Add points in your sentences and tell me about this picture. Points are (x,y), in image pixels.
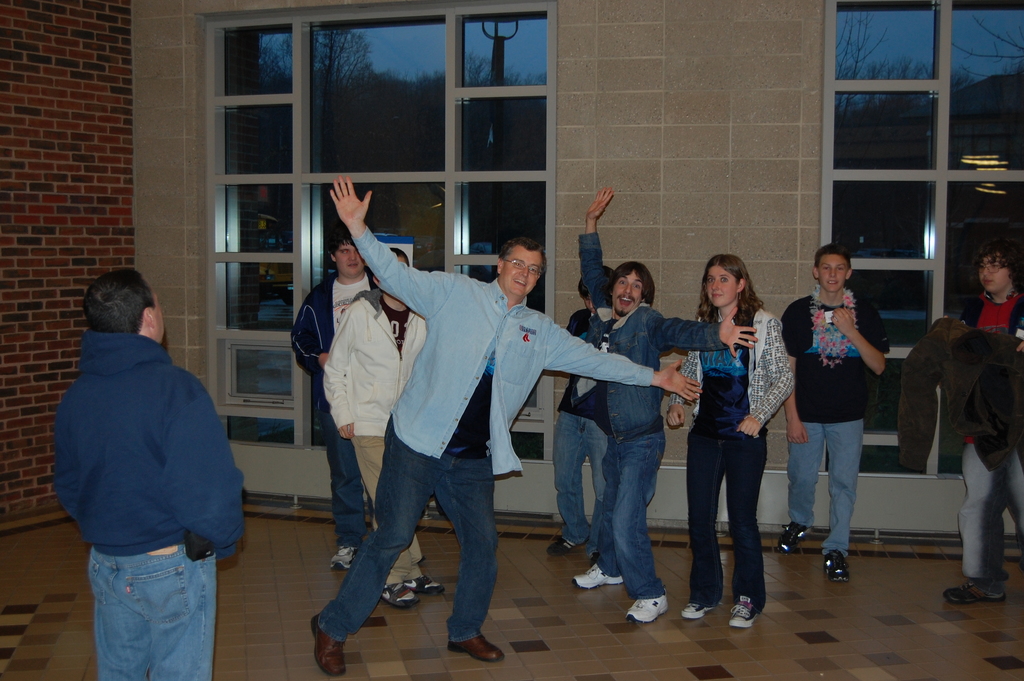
This image consists of persons (578,361) standing and dancing. The man (470,389) in the center (462,413) is dancing and smiling. In the background (213,132) there are windows (519,154). On the left side (73,161) there is a wall (52,185) which is red in colour and the woman (755,367) in the center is standing and beside the woman (725,387) there is a man (633,386) dancing and smiling.
